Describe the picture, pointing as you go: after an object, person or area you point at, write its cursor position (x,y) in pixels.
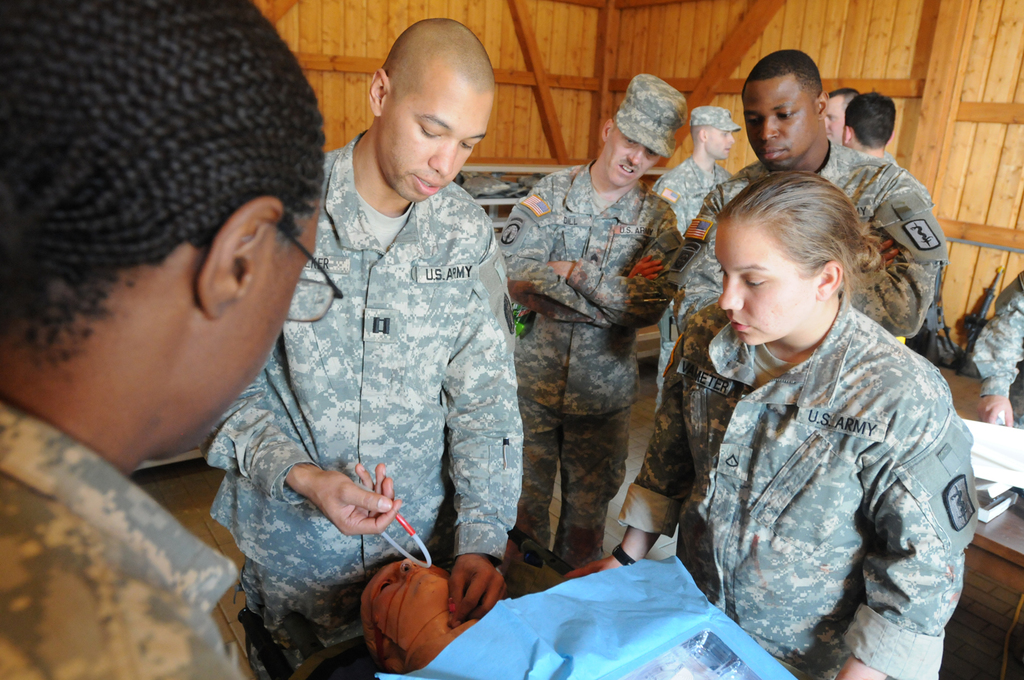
On the left side (141,405), there is a person (87,451) in uniform (86,499) and wearing a spectacle (303,291). In front of this person (86,499), there is a doll of a person (419,626) placed on a bed (354,679). Behind this bed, there is a person (425,144) in uniform (400,352), holding a pipe (404,528) with a hand (352,514) and speaking. On the right side (933,494), there are other persons (941,541) in uniform (930,521), standing and watching them. In the background (948,191), there are other persons (671,215), a wooden wall (718,97), guns (928,321) and other objects (1011,438).
